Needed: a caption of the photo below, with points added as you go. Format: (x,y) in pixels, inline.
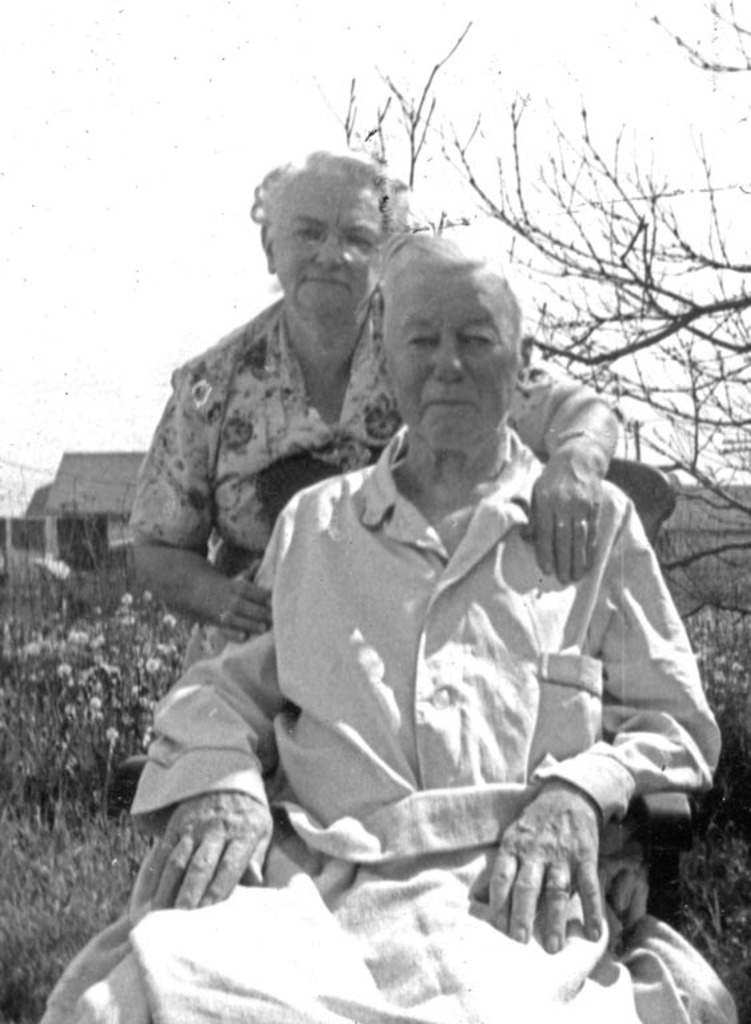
In this image I can see a man (457,591) is sitting and the woman (265,519) is standing. In the background (438,205) I can see trees (596,318), plants (100,759) and the sky (78,361). This image is black and white in color.
